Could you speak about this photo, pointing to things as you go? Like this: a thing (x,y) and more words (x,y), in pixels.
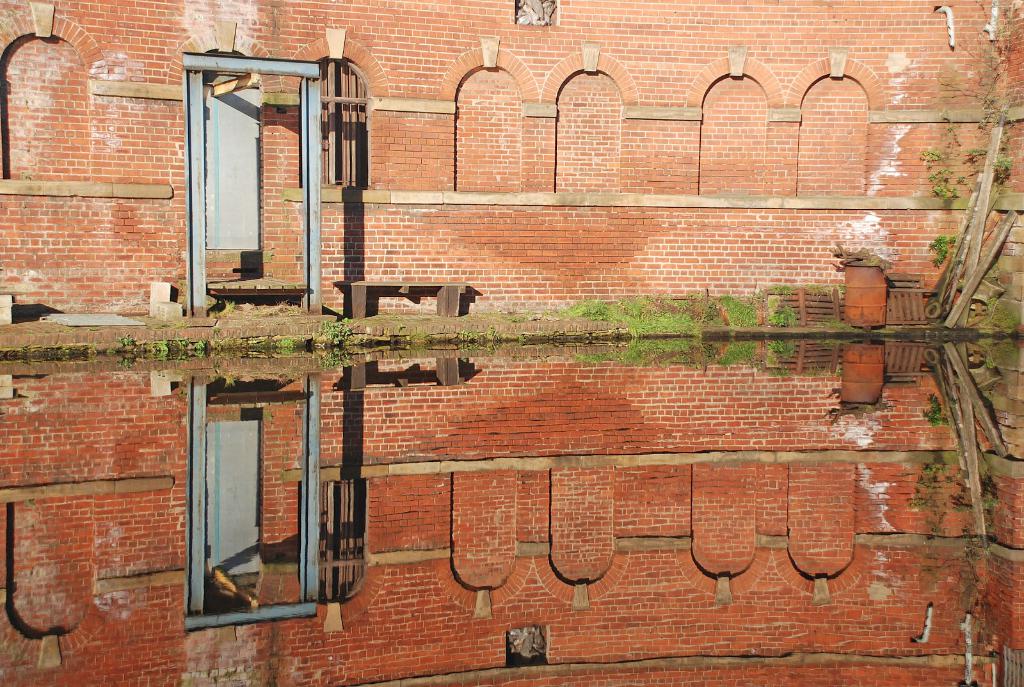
In this picture I can see water (459,383). There is a wall (546,142) with a door (214,197) and a window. I can see plants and some other objects (980,298).
